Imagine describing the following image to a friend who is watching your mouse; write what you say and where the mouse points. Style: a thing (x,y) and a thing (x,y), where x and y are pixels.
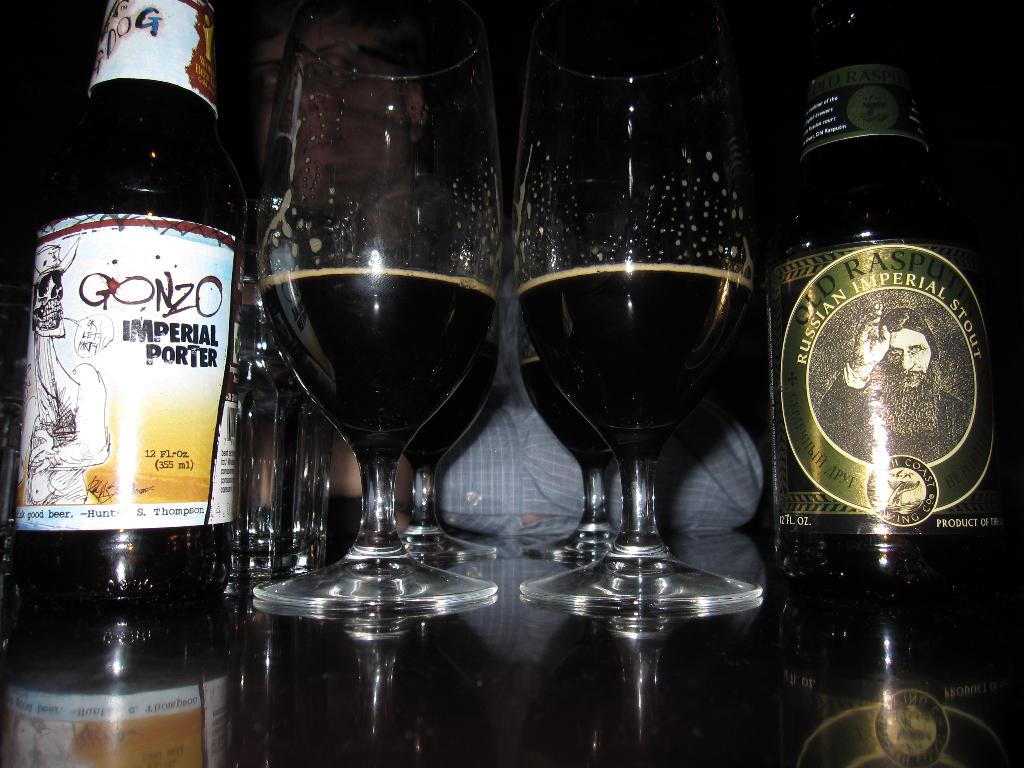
In this image, we can see few wine glasses (382,393) with liquid (693,389) and bottles (930,520) are placed on the surface (518,678). Background (476,509) we can see a person (474,470) is wearing glasses (317,81).
